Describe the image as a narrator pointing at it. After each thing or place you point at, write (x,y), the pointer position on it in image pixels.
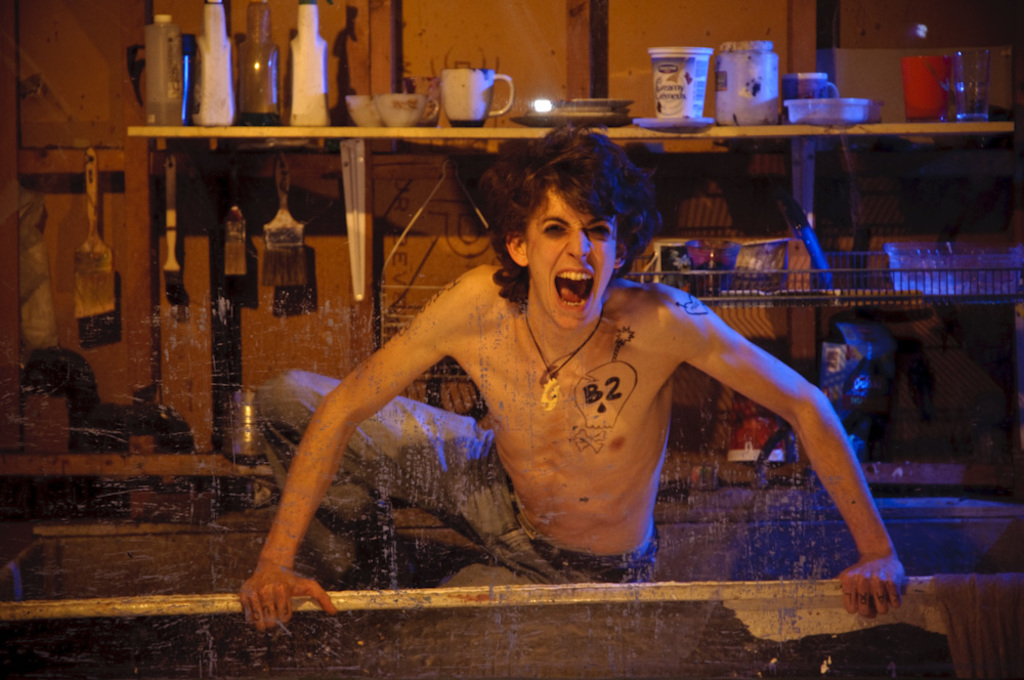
In this image there is a man (558,550) wearing a trousers (402,400) and holding a hand grill (701,596) and shouting. In the background (847,262) there are some shelves (663,136). On the shelves (845,278) there are cup (487,77), jars (737,63), brushes (88,175) and bottles (169,113) etc.
